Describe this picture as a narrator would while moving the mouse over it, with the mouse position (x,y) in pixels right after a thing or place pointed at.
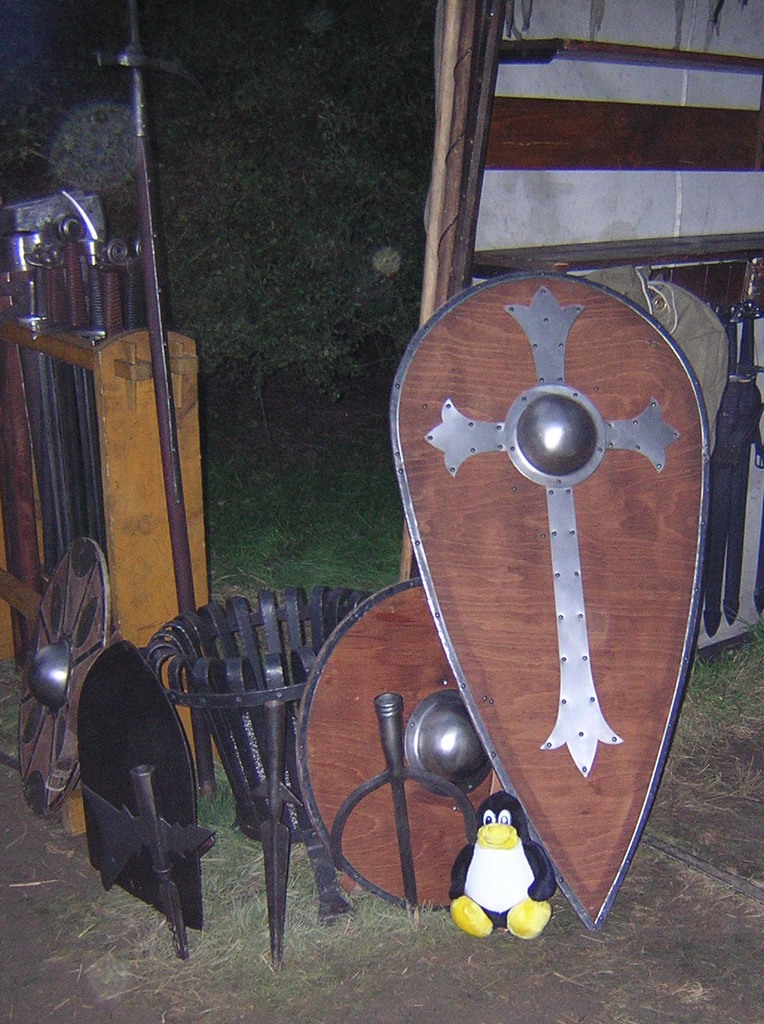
In this image, I can see the weapons (364,625), which are kept on the ground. This looks like a penguin toy (497,877). I think these are the swords (743,353), which are hanging. I can see the trees (274,271). This is the grass (296,517).
